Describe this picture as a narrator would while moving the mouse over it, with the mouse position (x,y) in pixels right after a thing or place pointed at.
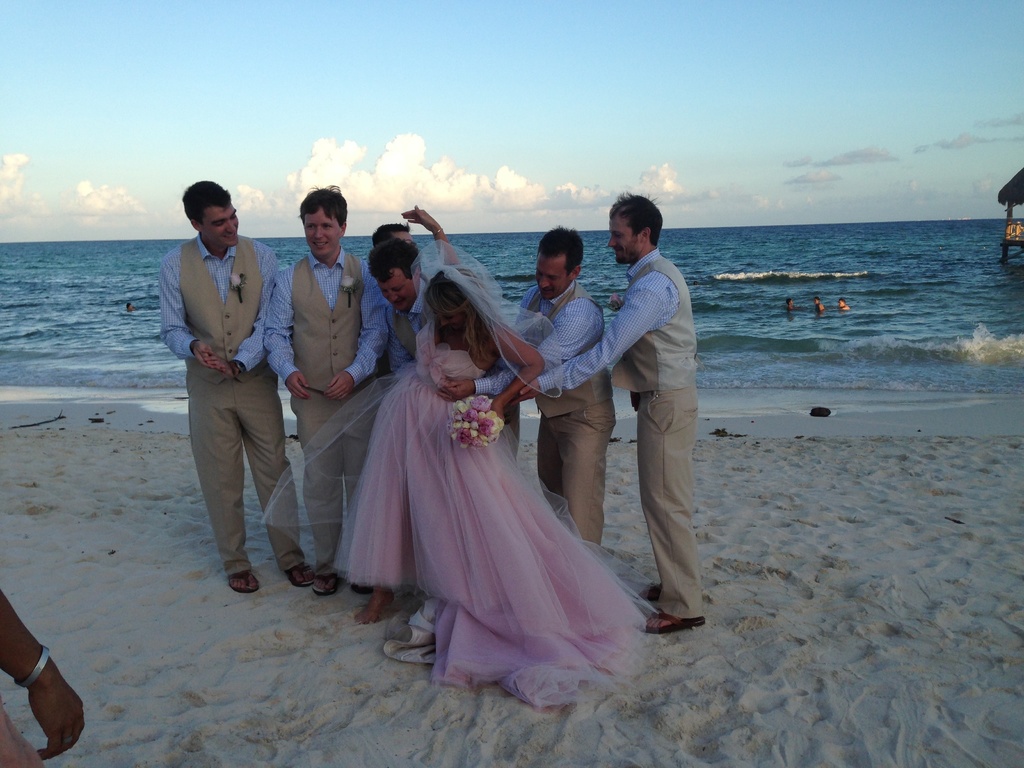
This is a beach (782,572). At the bottom of the image (654,728) I can see the sand (589,742). Here I can see few men (291,310) and a woman (431,362) are standing. The woman (410,424) is wearing a frock (444,502) and holding some flowers (480,413) in the hand (498,404). The men (200,295) are wearing same dresses (242,345) and one man (407,309) is trying to lift the woman (444,435). In the bottom left (39,687), I can see a person's hand (38,679). In the background (723,307), I can see an ocean (764,282) and few people (818,308) are swimming in the water (801,322). At the top (329,89), I can see the sky (405,89) and clouds (400,172).
